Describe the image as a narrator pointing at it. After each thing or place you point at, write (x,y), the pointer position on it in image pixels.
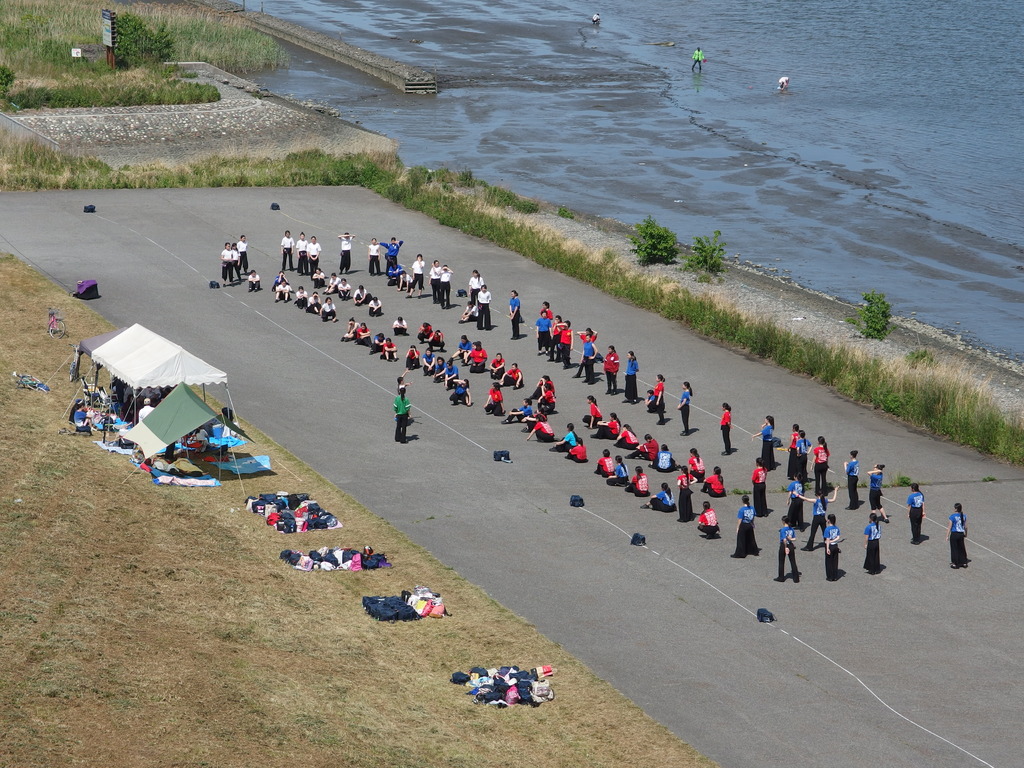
In this image, we can see a group of people (599,406) are on the road (527,539). Here we can see tents (166,428), few people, bags (271,507), grass (536,753), plants (105,178). Top of the image (669,173), we can see a water (882,168). Few people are here.
